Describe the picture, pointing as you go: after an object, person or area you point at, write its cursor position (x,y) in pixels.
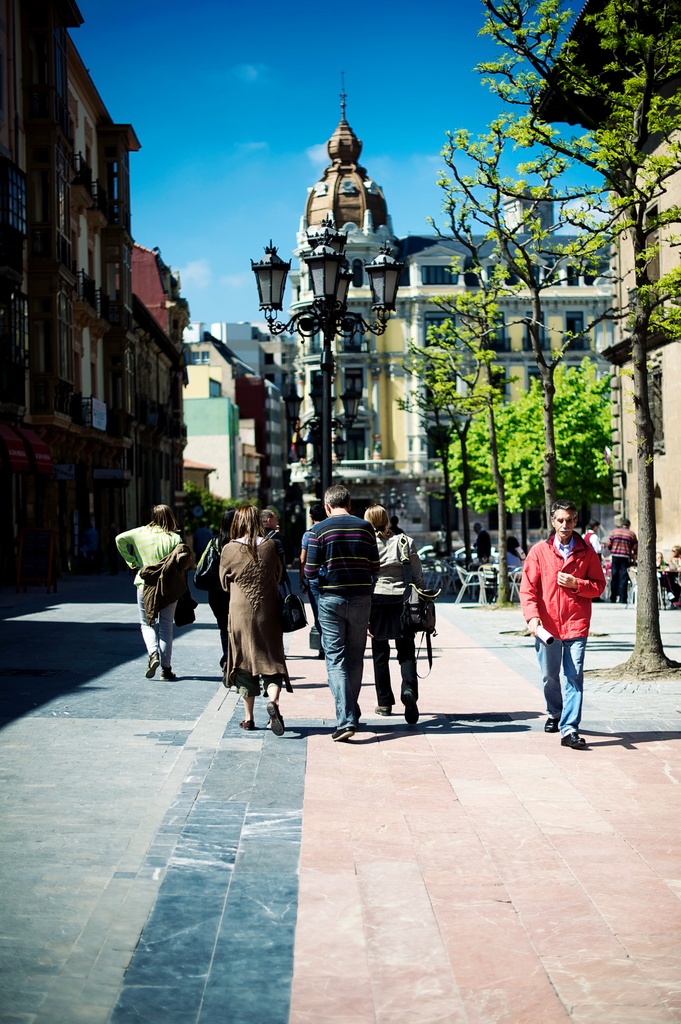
In this image I can see few buildings (60,158), windows (120,210), trees (483,307), light poles (321,331), few chairs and few people (548,562) are walking. The sky (399,219) is in blue color.
